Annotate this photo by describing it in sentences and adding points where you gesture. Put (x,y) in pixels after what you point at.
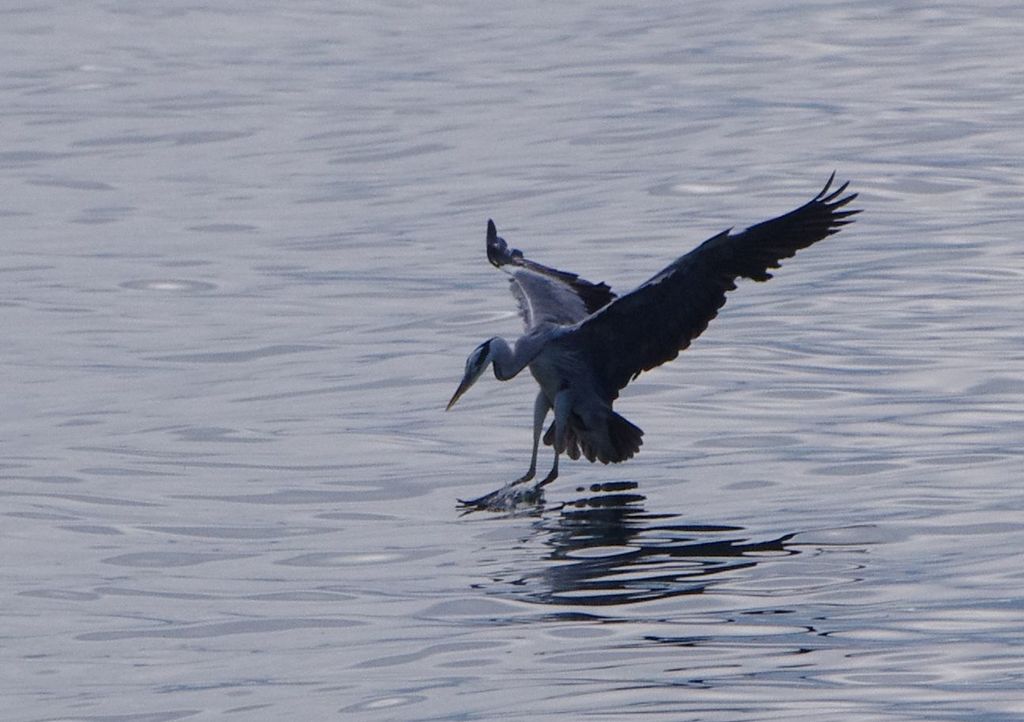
In this image there is a bird (553,399) on the water (412,494).
